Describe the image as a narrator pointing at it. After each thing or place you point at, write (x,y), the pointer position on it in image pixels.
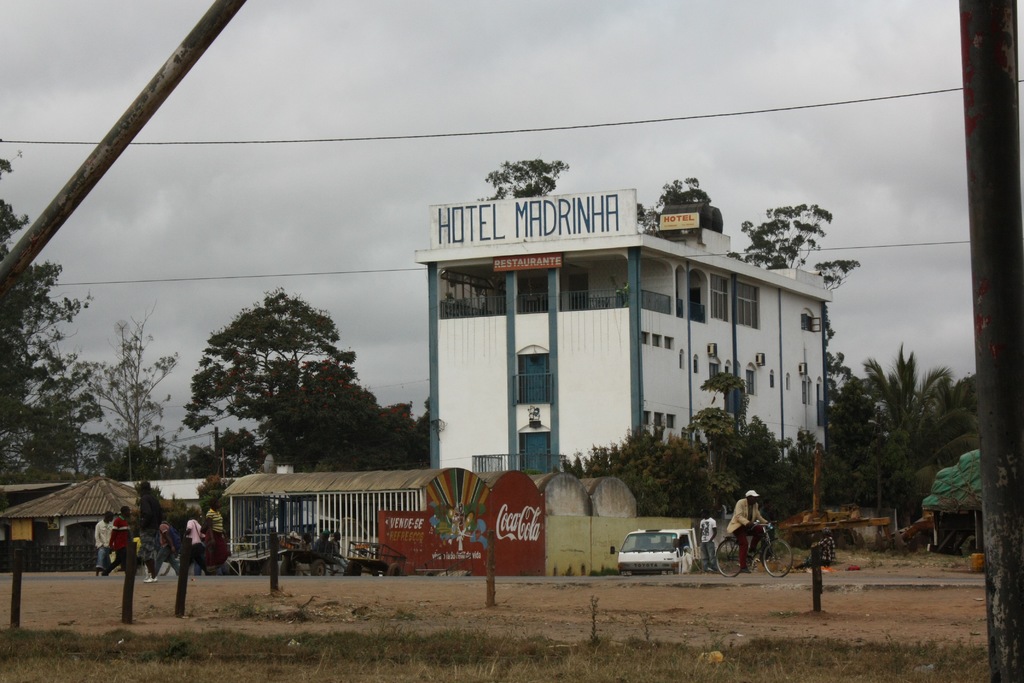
In this image, on the right (743,513) there is a man (755,517), he is riding a bicycle (754,560). In the middle (669,437) there are building (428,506), houses (362,487), trees (1,423), people (331,535), vehicles (663,545), wall (504,527), grass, sticks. At the top (832,34) there are cables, sky (445,119) and clouds (261,177).
